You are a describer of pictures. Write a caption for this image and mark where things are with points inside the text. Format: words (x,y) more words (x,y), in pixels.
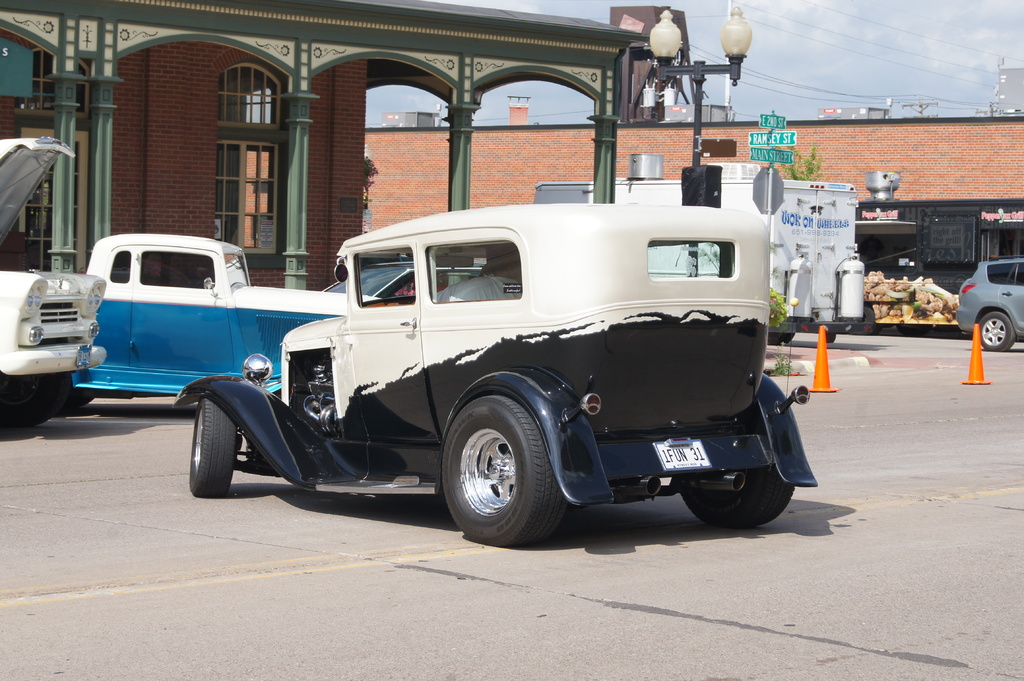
In this image we can see vehicles (661,286) and traffic cones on the ground (868,385). In the background (118,24) there are buildings (599,57), light poles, sign board poles (764,178), glass doors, windows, electric wires (742,68), name boards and clouds (983,88) in the sky (434,101).
